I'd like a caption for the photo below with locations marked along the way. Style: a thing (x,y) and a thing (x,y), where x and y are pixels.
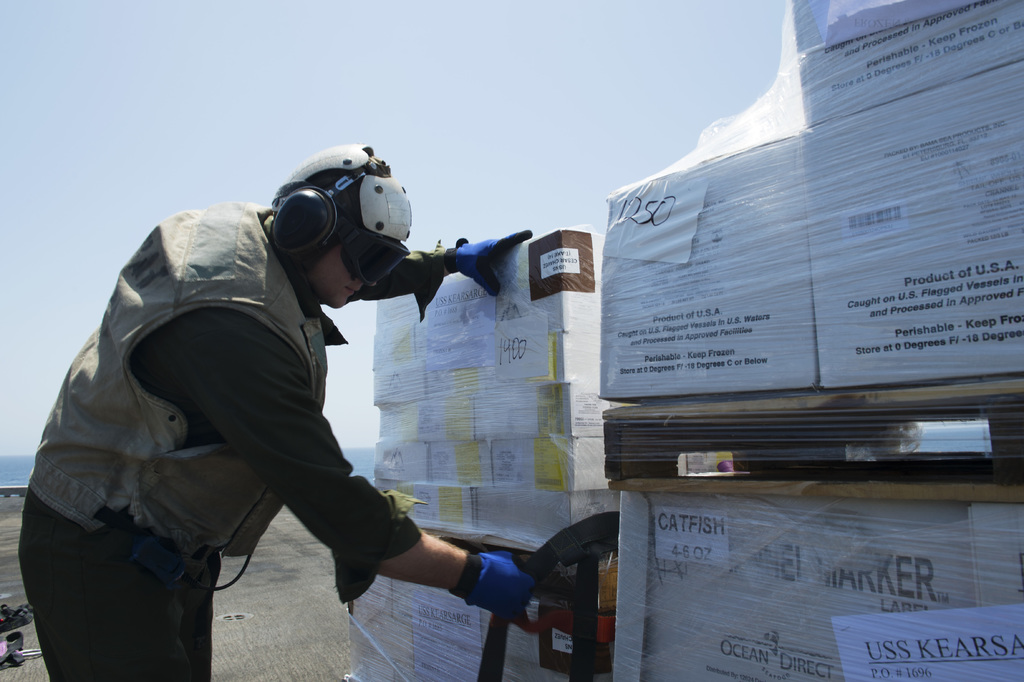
In this picture we can see a man (306,479), he wore headphones (300,192) and spectacles (374,257), in front of him we can find few boxes (774,361).
